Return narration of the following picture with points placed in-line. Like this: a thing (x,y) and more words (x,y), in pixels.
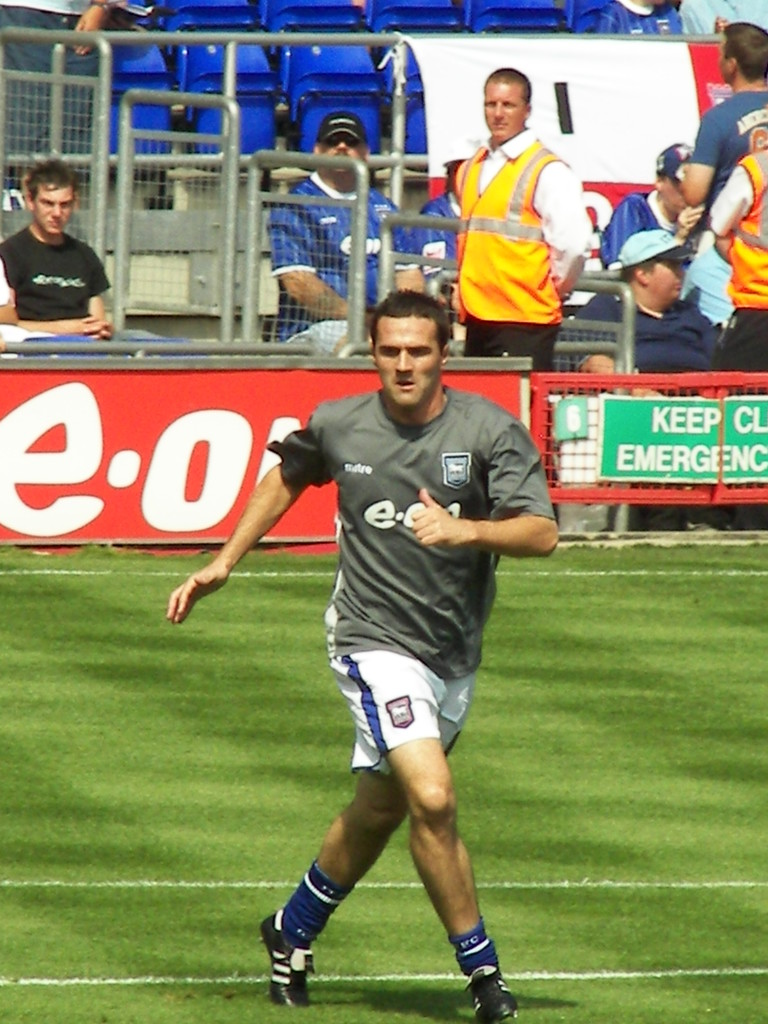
In this picture we can observe a person (380,733) in the ground (294,673). He is wearing grey color T shirt (388,536). We can observe some people (8,247) sitting and standing behind this railing (624,360). There are two persons (537,265) wearing an orange color coats (495,253). In the background (136,151) we can observe blue color chairs (240,103) and a railing (232,74).
